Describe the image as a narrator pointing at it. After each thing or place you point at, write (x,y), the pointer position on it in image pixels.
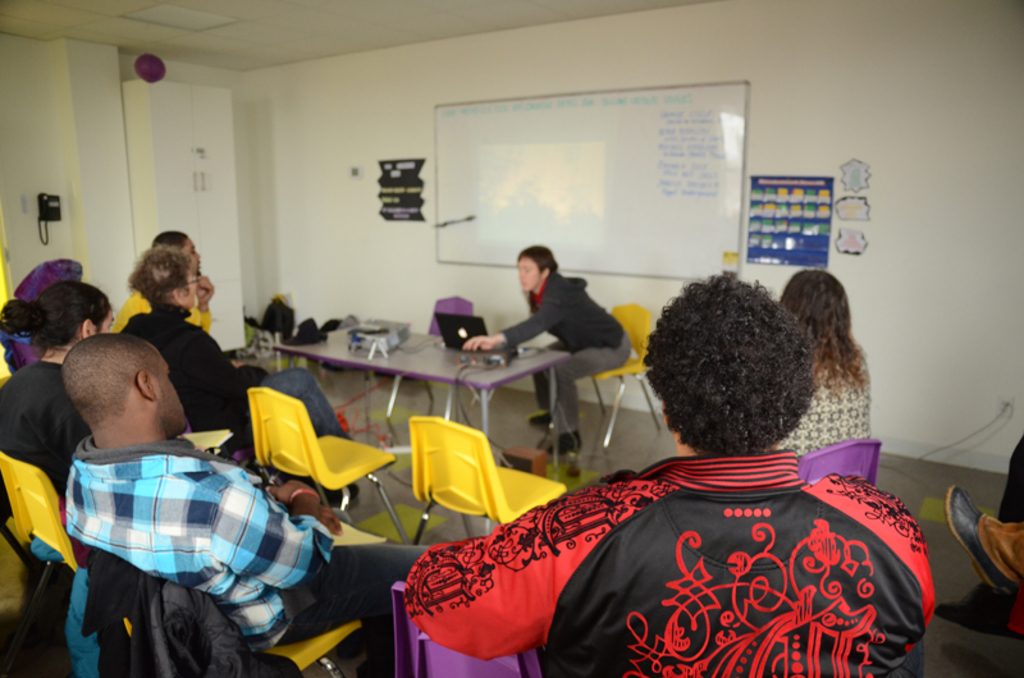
This picture describes about group of people (516,546) they are all seated on the chair (436,430), in front of them we can find a laptop (478,334) and some other objects (357,322) on the table (497,372), and also we can see a notice board (648,197), wall posters (842,179) and a telephone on the wall (810,163).
